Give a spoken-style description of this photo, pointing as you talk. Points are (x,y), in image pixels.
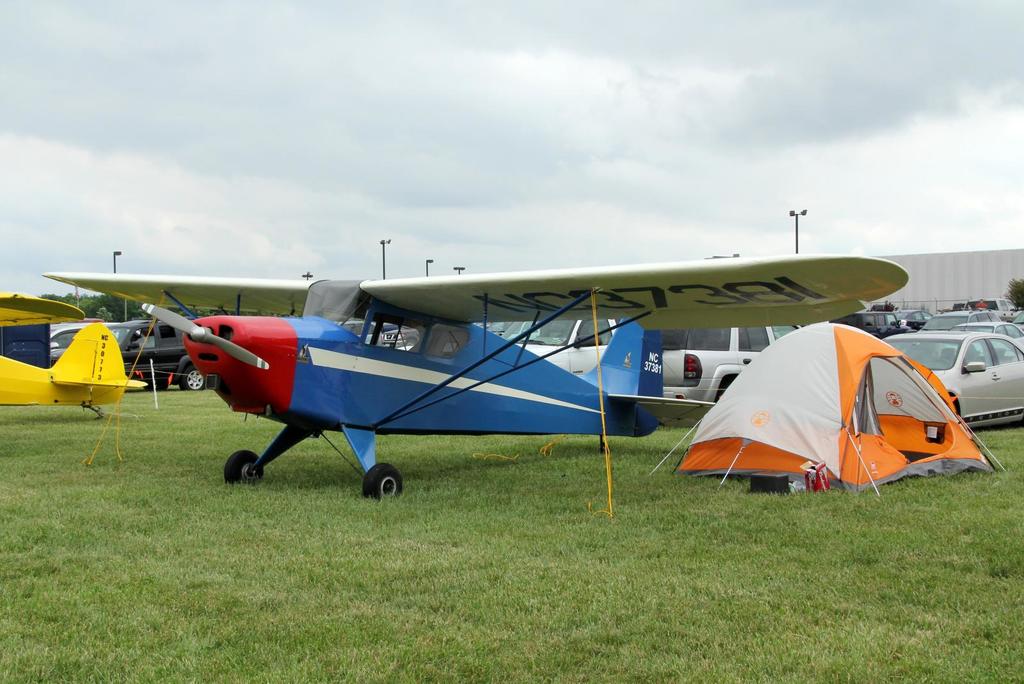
In the center of the image (519,364), we can see airplanes (471,346), a tent (810,352), vehicles (546,346), poles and there are trees (1012,295). At the bottom (243,588), there is ground (267,558) and at the top (351,125), there is sky (351,125).
